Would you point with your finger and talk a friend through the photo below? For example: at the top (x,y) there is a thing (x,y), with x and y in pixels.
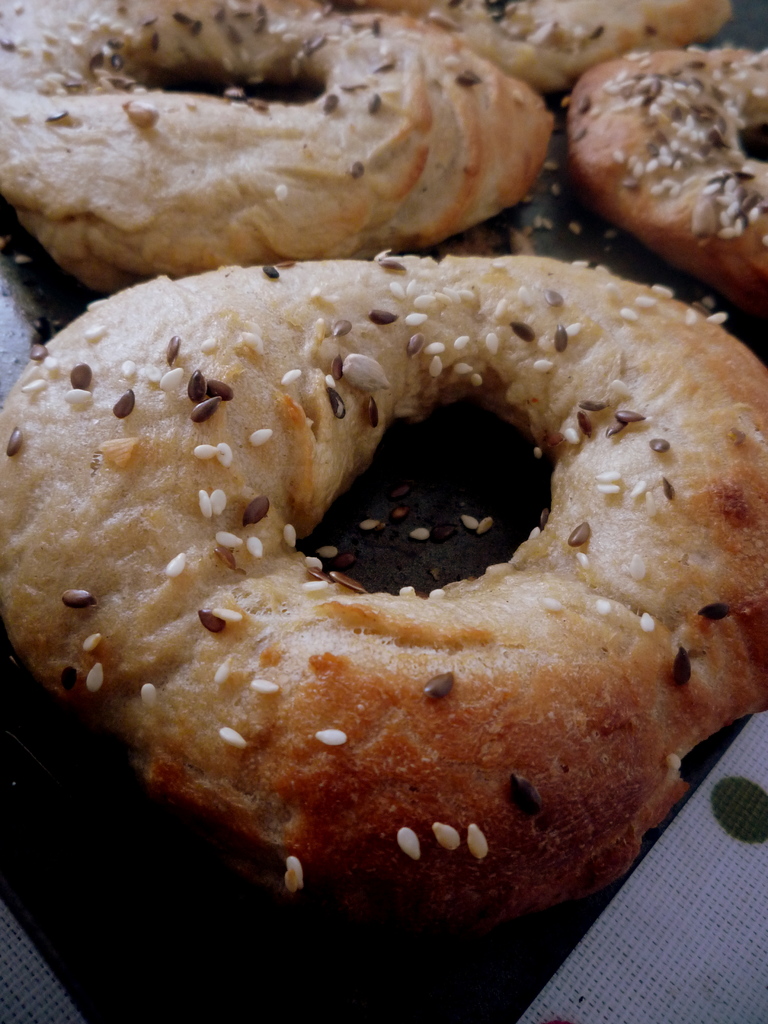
In this picture we can see food items (537,885) on a platform (591,926).
